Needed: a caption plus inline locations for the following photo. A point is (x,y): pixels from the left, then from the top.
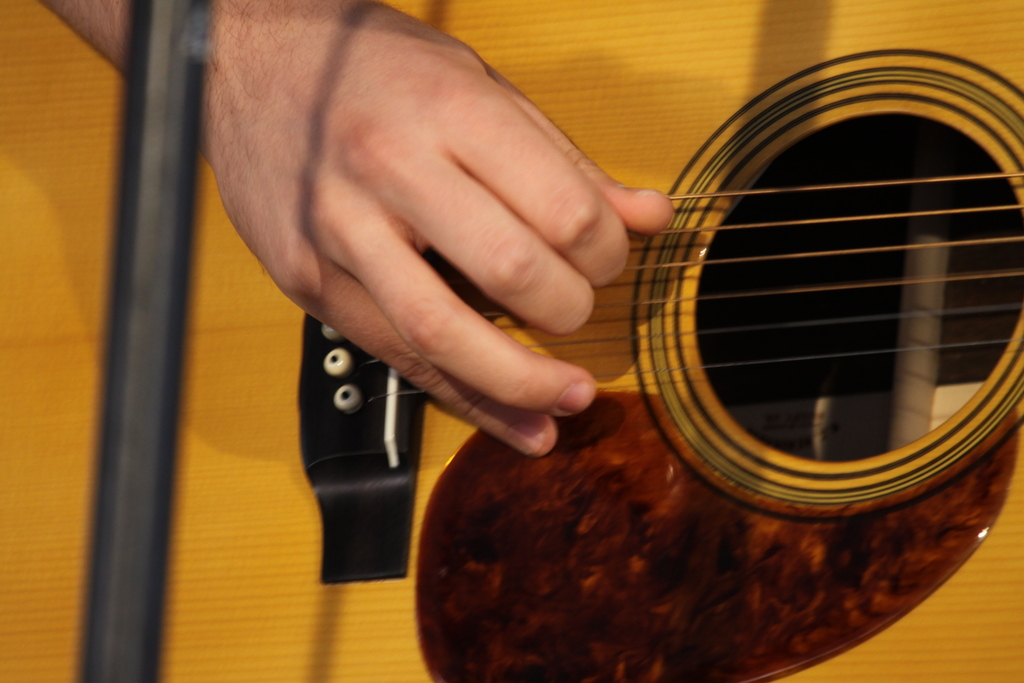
There is a hand (334,226) on the guitar (619,314). The person (611,266) is playing a guitar (605,323).
